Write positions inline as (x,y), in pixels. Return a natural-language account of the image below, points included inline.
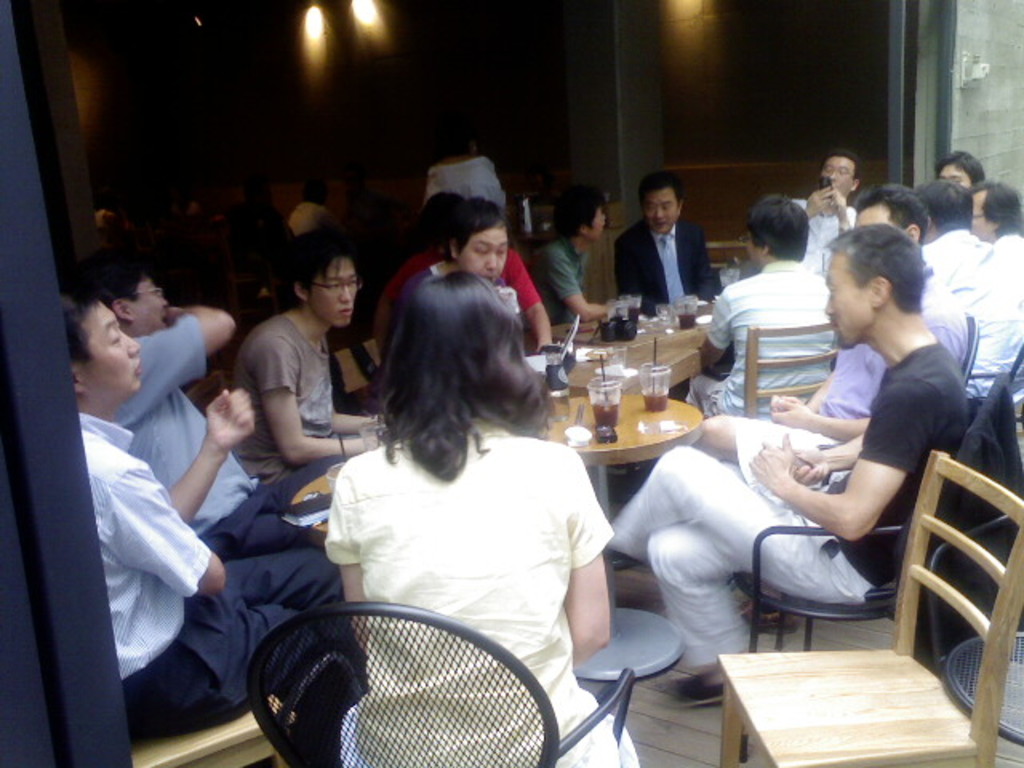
This image is taken inside a room (577,403). There were many people (369,546) in this room (625,477). In the middle of the image (367,495) a woman (391,345) is sitting on a chair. In the left side of the image (169,679) a man (190,662) is sitting on a chair (180,765) leaning to a pole (18,293). In the right side of the image (987,254) few people (970,160) were sitting on a chairs (819,739) around a table (621,418) and on a table (565,410) there were few things (604,380) on it. At the background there is a wall (372,75) and lights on it.
